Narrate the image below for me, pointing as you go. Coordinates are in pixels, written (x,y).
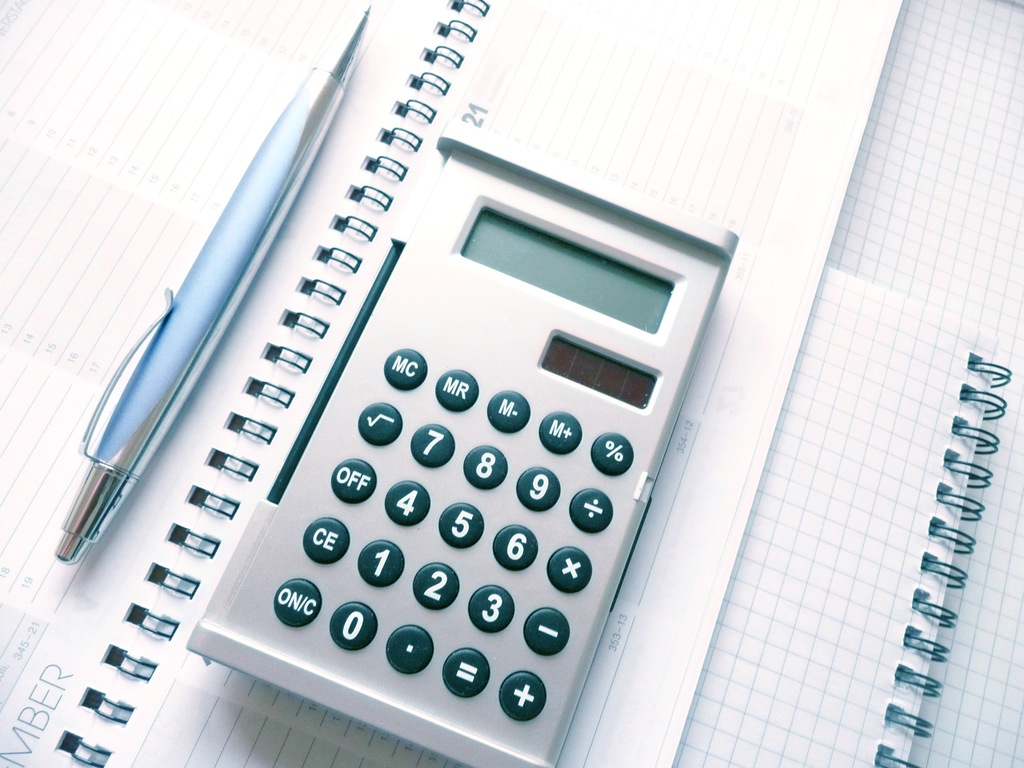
In this picture we can see a pen (272,142) and a calculator (607,311) on the book (242,136).
